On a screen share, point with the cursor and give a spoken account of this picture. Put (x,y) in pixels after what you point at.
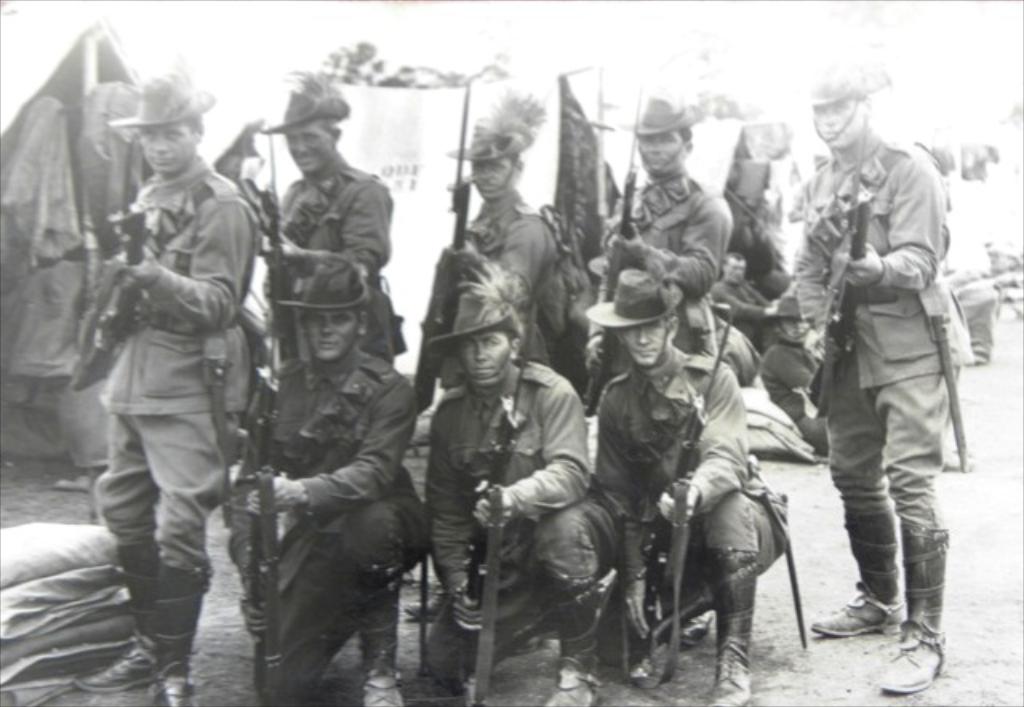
This picture is clicked outside. In the foreground (489,429) we can see the group of persons (388,458) holding rifles (268,530) and squatting and we can see the group of persons (659,139) holding rifles (267,254) and standing on the ground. In the background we can see the tents (96,45) and many other objects (976,172).
